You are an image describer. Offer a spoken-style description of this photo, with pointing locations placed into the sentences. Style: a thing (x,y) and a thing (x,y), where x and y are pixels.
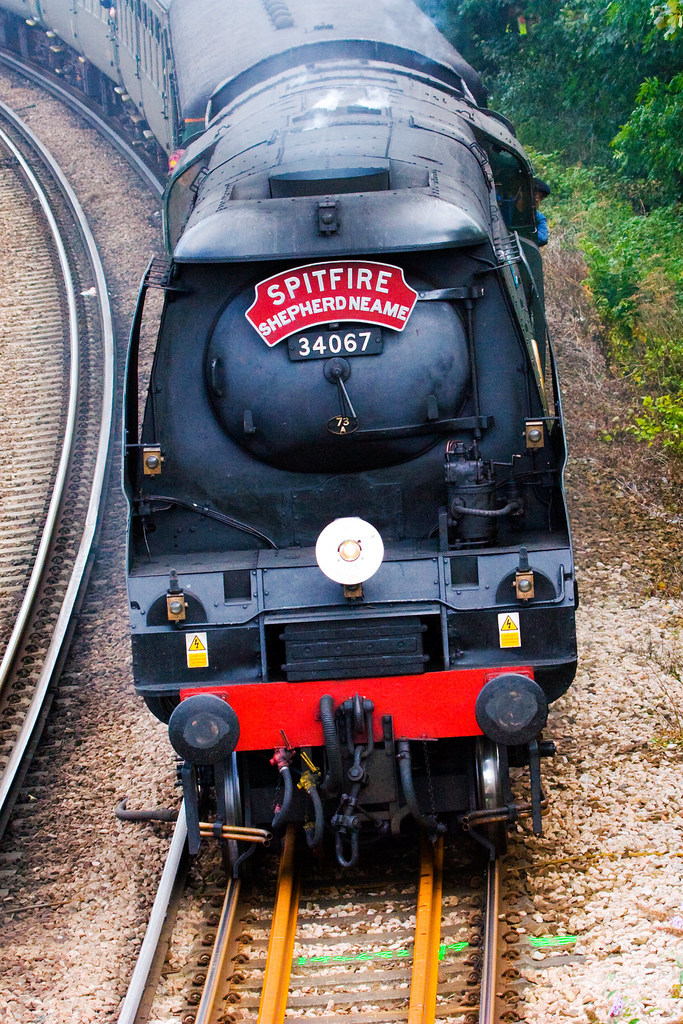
In this image there is train (328,701) on a track (245,968), in the top right (591,107) there are trees (600,94).
